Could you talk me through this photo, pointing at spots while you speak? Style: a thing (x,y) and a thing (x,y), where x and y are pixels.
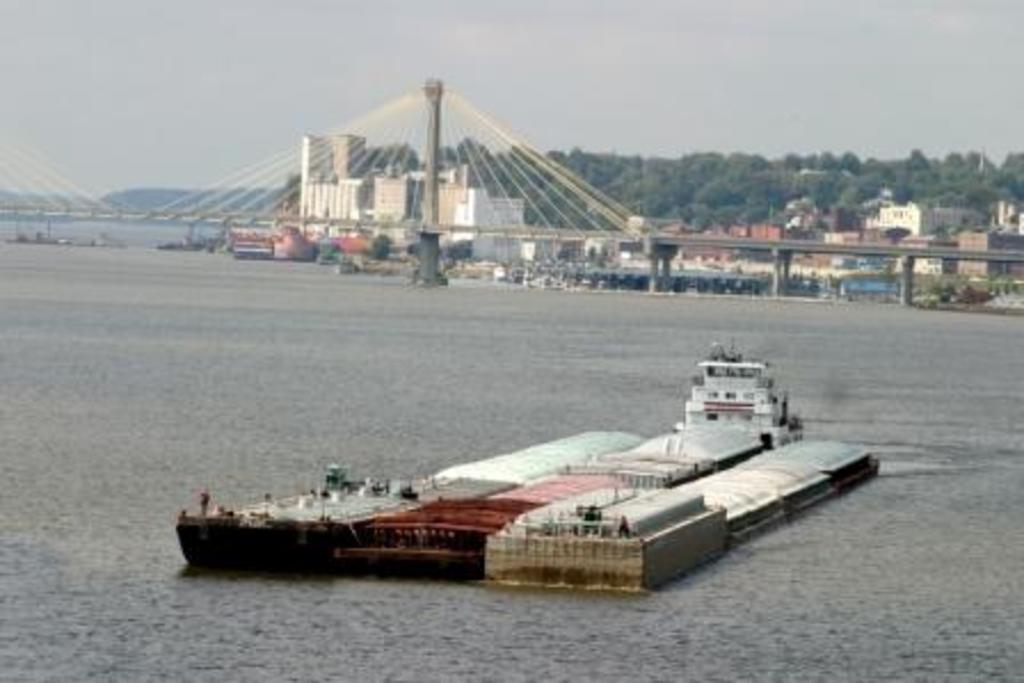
In the image on the water (393,438) there is a ship (620,545). Above the water (305,267) there is a bridge (600,232) with poles (658,246) and ropes (316,178). Behind the bridge (587,232) there are trees (694,217) and buildings (581,243). At the top of the image (582,96) there is sky (593,112).
